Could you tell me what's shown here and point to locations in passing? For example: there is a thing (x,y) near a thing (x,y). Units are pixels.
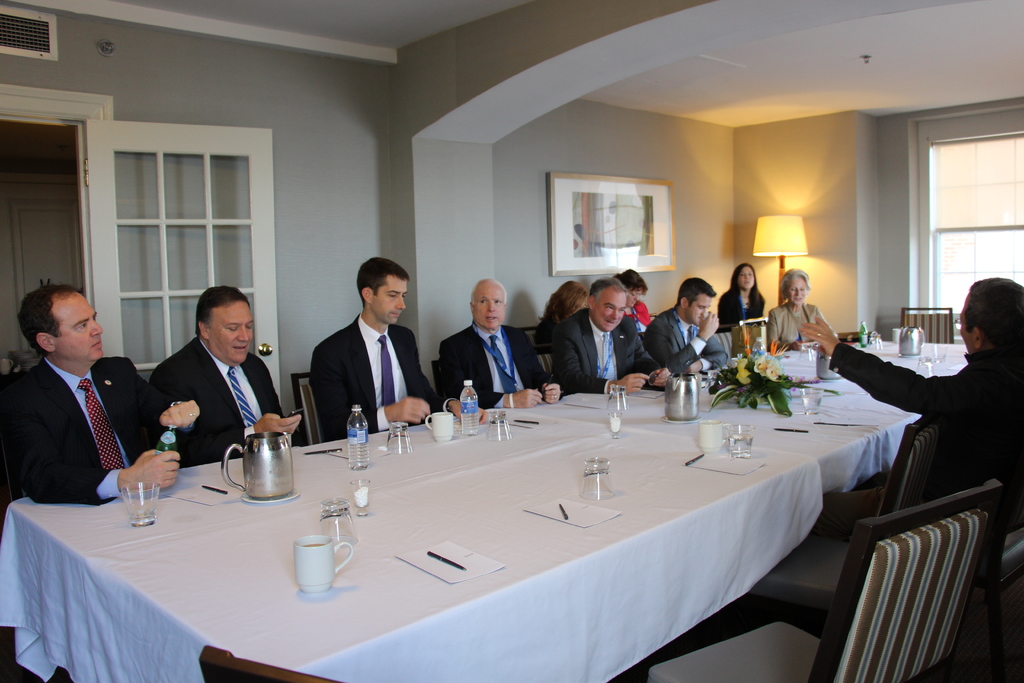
In this picture we can see there are groups of people (602,381) sitting on chairs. In front of the people (470,338), there is a table (340,570) which is covered by a cloth (544,589). On the table (370,559), there are bottles (468,420), cups (443,423), glasses (396,430), a flower vase (731,376) and some objects (679,390). Behind the people (777,316), there is a lamp (764,246) and there is a photo frame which is attached to a wall (520,223). On the right side of the image (919,242), there is a window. On the left side of the image (183,236), there is a door (142,243).
